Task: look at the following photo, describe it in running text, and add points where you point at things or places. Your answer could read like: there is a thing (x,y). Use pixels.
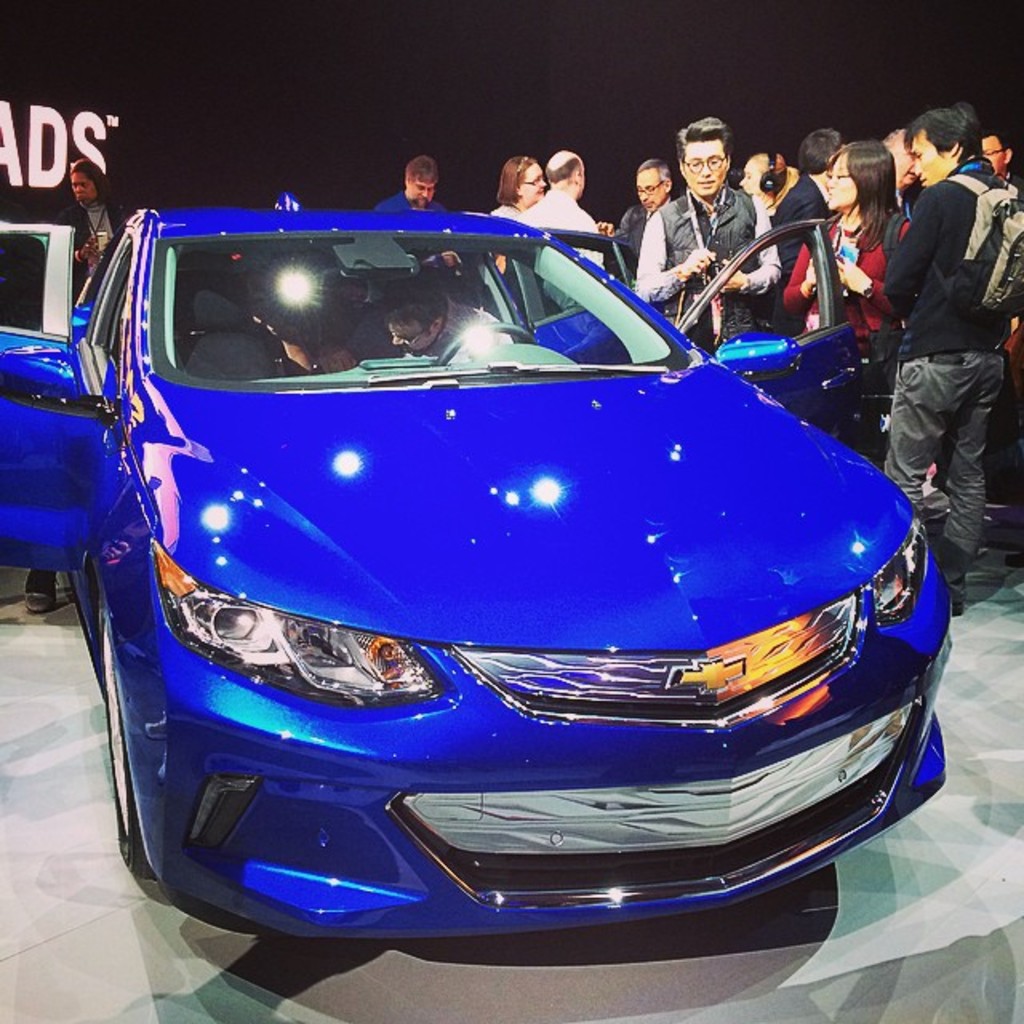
In the center of the image (450,475) a car (436,428) is there. In car (361,367) a person (437,314) is sitting. On the right side of the image (831,226) a group of people (934,295) are standing. In the background of the image (377,88) a board (289,69) is there. At the bottom of the image (58,917) floor (136,901) is there.
